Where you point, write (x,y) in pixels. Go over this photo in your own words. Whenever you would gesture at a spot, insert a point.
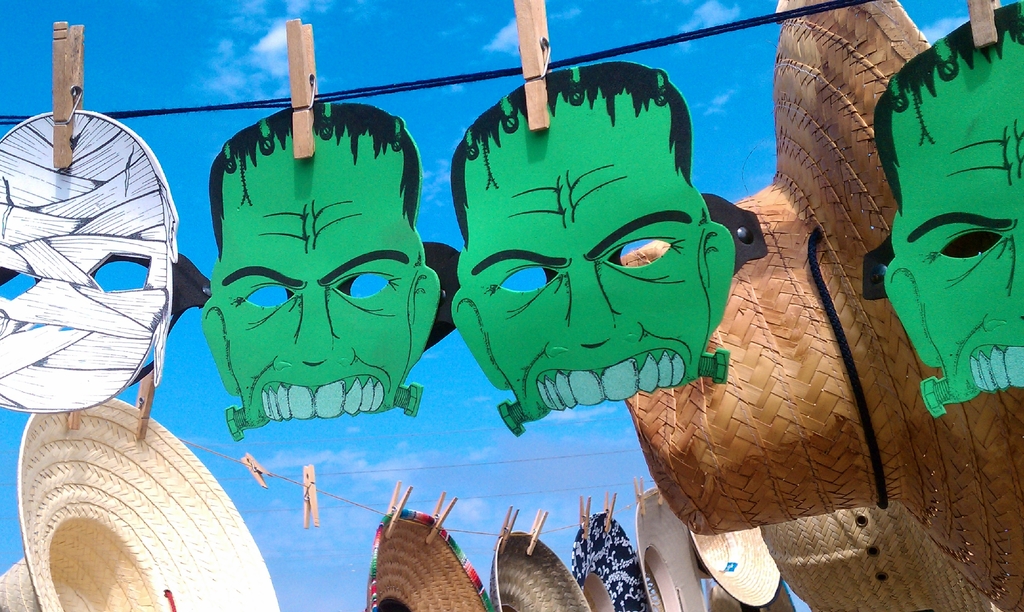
In this image I see 4 masks (590,222) over here in which these 3 (615,215) are of green and black in color and this mask (106,169) is of white and black in color and I see many hats (123,610) and these all are on the wires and I see clips (539,114) on it and in the background (23,9) I see the sky (181,195).
